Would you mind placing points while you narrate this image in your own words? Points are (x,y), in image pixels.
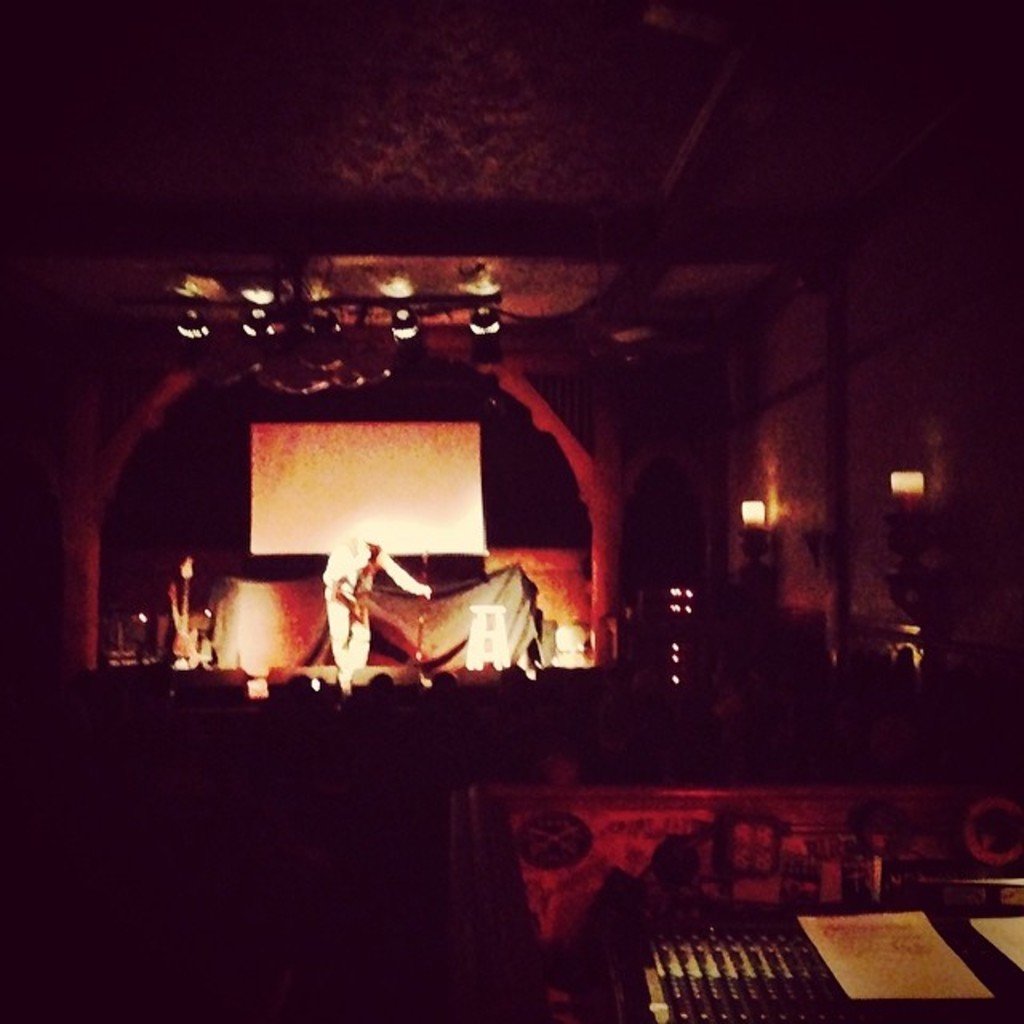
In the bottom right corner of the image (841,884) there is a table (825,902), on the table (825,902) there are some papers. In the middle of the image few people (494,690) are sitting. In front of them a person (347,624) is standing. At the top of the image (679,7) there is ceiling (738,31), on the ceiling (953,74) there are some lights (486,295). On the right side of the image (950,187) we can see a wall (772,451), on the wall (770,522) there are some lights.
